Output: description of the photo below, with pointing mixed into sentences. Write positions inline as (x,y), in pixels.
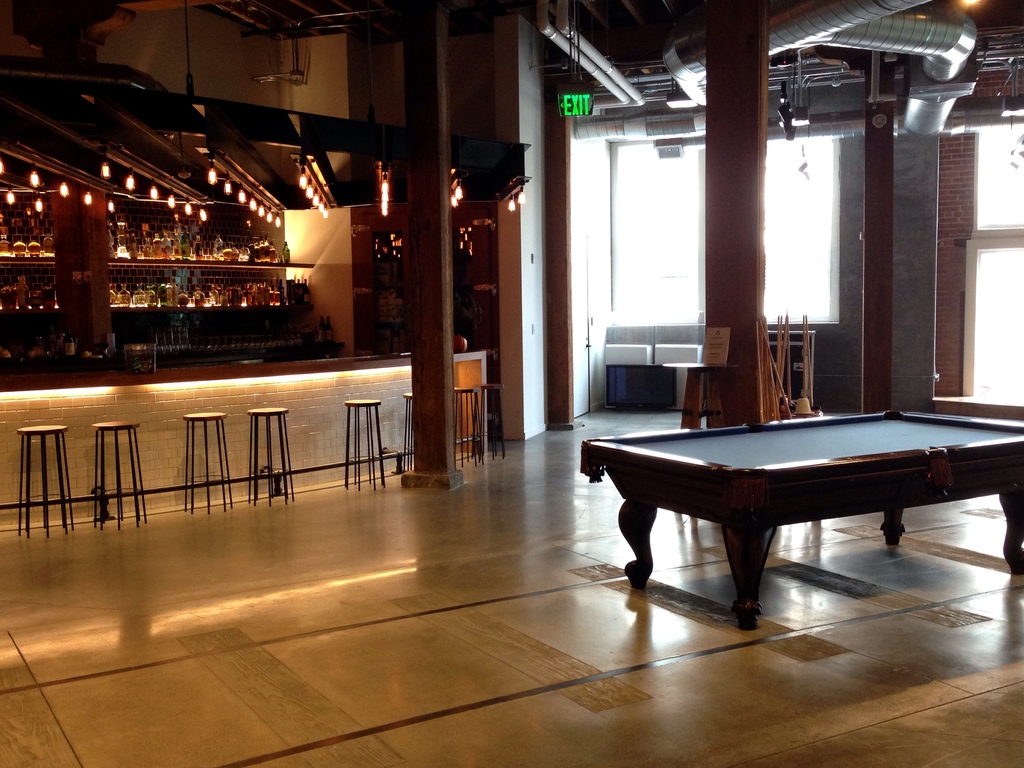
there is a table (816,449) in the front (790,479). behind that there are stools (257,440). at the back (238,277) there are shelves (245,309). above that there are lights (323,200). a exit sign board (576,106) is on the top (573,88) and at the right (695,224) there is a window (675,167).
